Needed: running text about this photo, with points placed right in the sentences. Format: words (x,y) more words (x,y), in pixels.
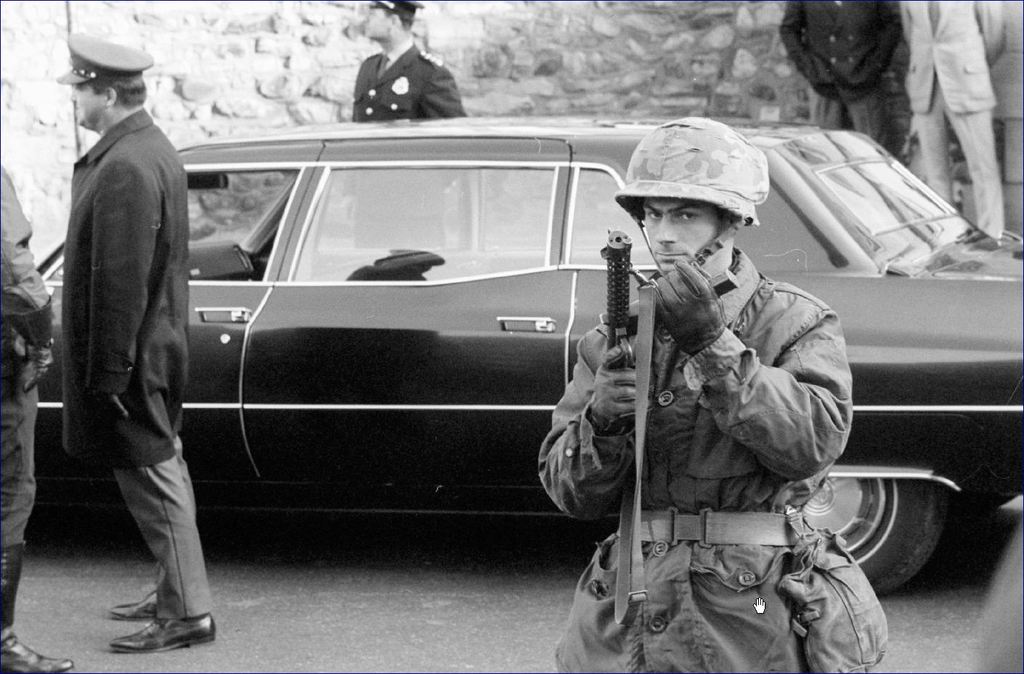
This is a black and white image. On the left side (106,417), there is a person (101,252) in a suit (101,217), standing. Beside him, there is another person (22,529) standing. On the right side (720,200), there is a person (816,301) in a uniform (739,417), holding a gun (617,243). In the background (292,32), there are persons (889,15) and there is a wall (182,37).
